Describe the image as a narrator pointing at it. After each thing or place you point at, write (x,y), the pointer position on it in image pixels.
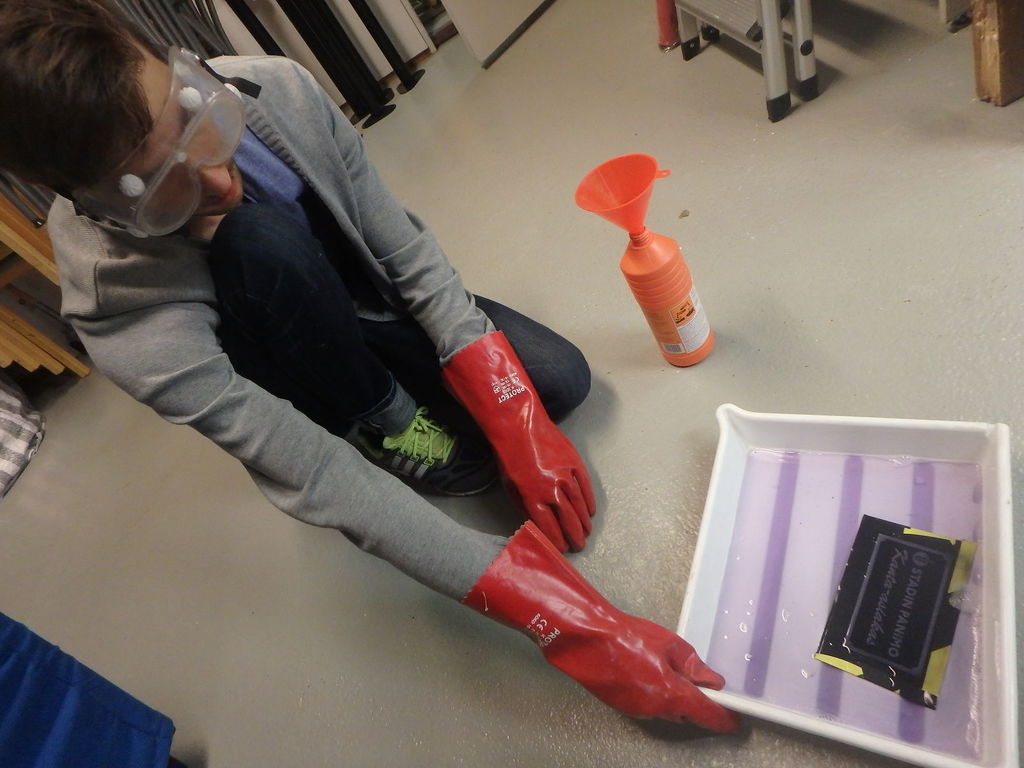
In the image we can see there is a person (254,333) sitting on the ground (661,618) and wearing red hand gloves (602,684) in his hand (611,606). He is holding a tray (813,641) and beside him there is a bottle (660,258) on it there is a funnel (614,192).
